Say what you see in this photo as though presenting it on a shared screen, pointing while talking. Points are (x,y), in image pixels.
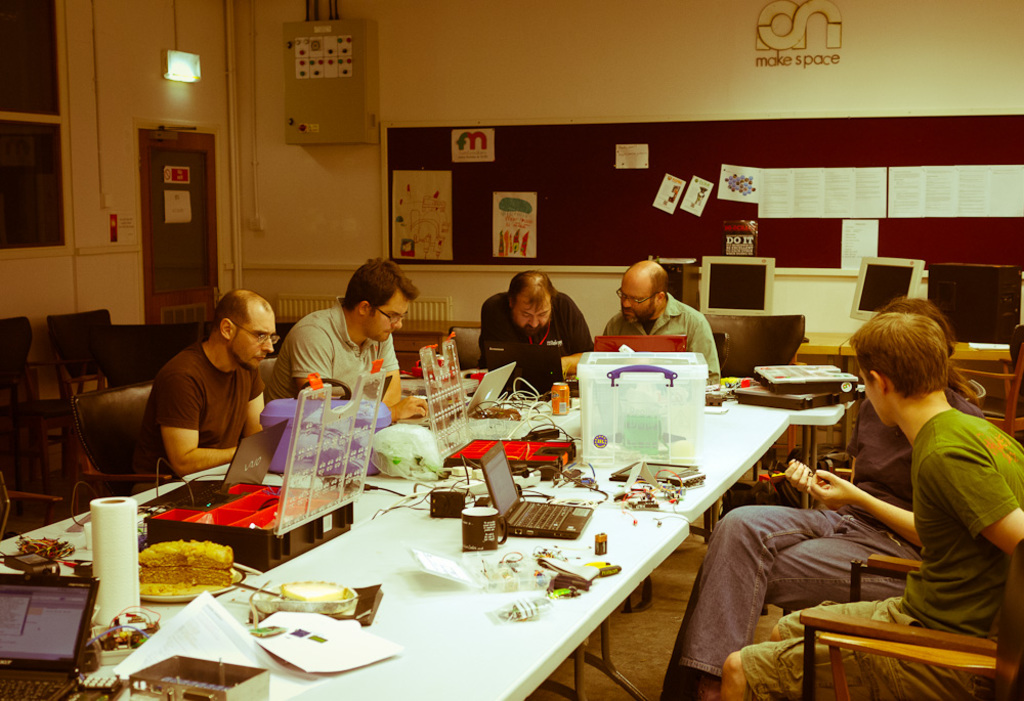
This image is clicked inside a room (641,85). There are few people (887,505) sitting on chairs (841,630) at the table (377,527). On the table (397,579) there are laptops (515,503), papers (342,639), food (195,565), boxes (254,540), cups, cables (426,499) and many other things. Behind them there is a big notice board (566,182) and on it papers (786,191) are sticked. On the wall (843,41) there is logo (789,14) with text "Make space". In the background (788,337) there are desks (830,348), chairs (172,330) and a door (160,227). On the desk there are computers (942,302).
